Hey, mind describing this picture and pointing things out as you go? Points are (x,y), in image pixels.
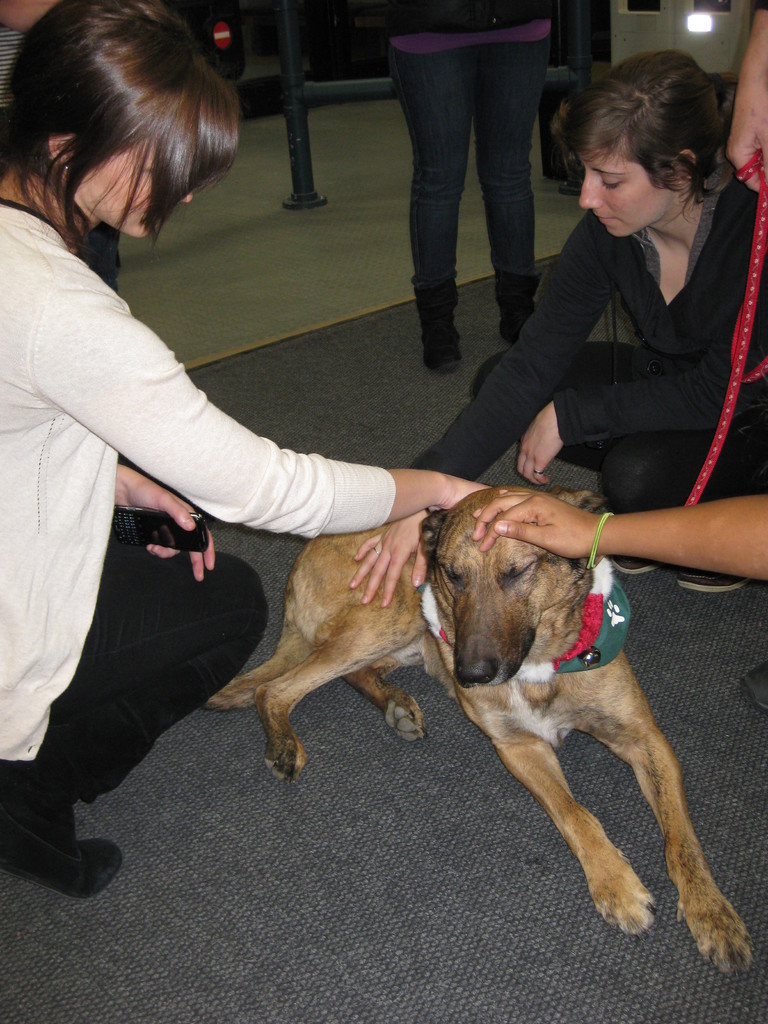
In this image we can see two people (47,653) are sitting on floor (510,483) and there is a dog (527,580) in between them.
